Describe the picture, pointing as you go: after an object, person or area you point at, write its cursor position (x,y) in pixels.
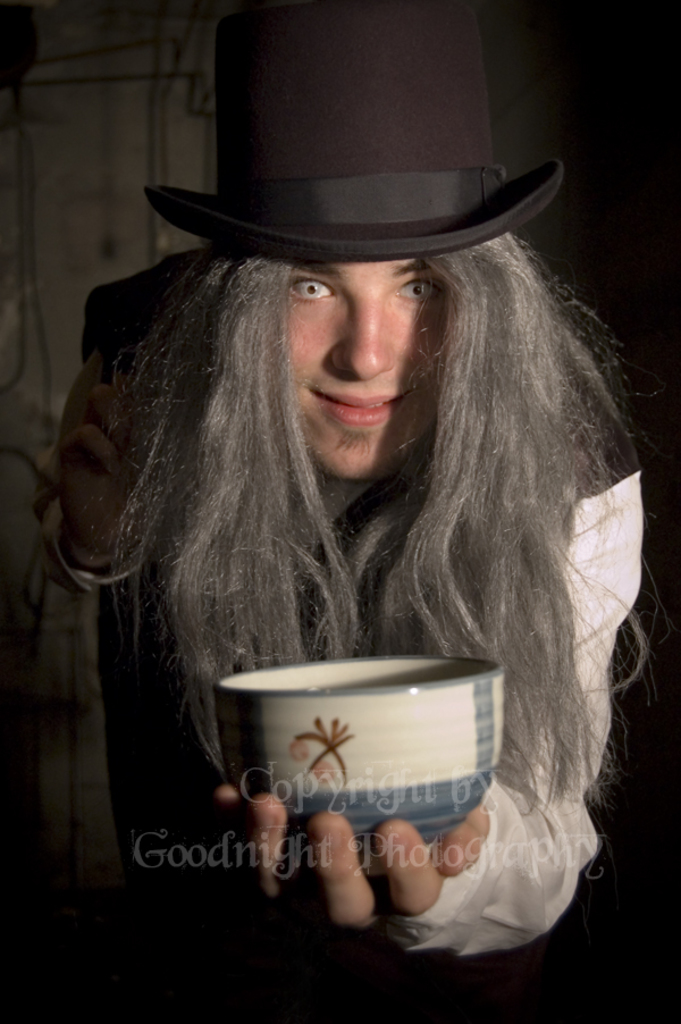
In this picture we can see a person (359,507) with a hat (342,174) and the person (360,450) is holding a bowl (378,702). Behind the person (216,428) there is a dark background (602,32) and on the image there is a watermark (432,818).
